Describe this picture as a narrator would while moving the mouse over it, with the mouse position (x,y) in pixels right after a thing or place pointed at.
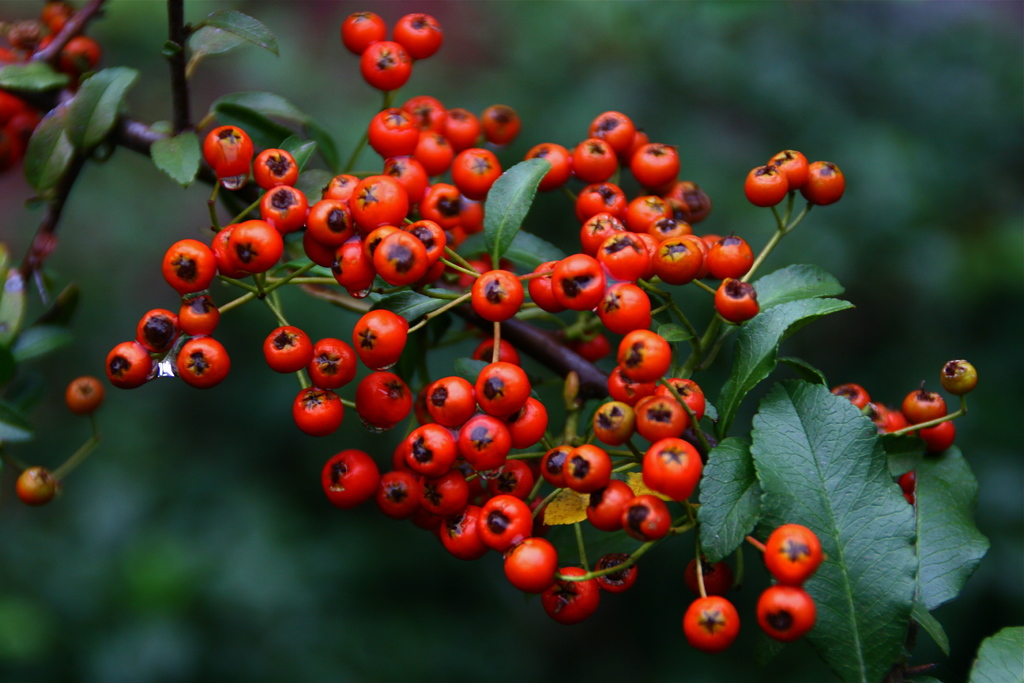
In this picture, we can see a tree (843,568) with many fruits (214,242). In the background (561,229), we can also see green color.
